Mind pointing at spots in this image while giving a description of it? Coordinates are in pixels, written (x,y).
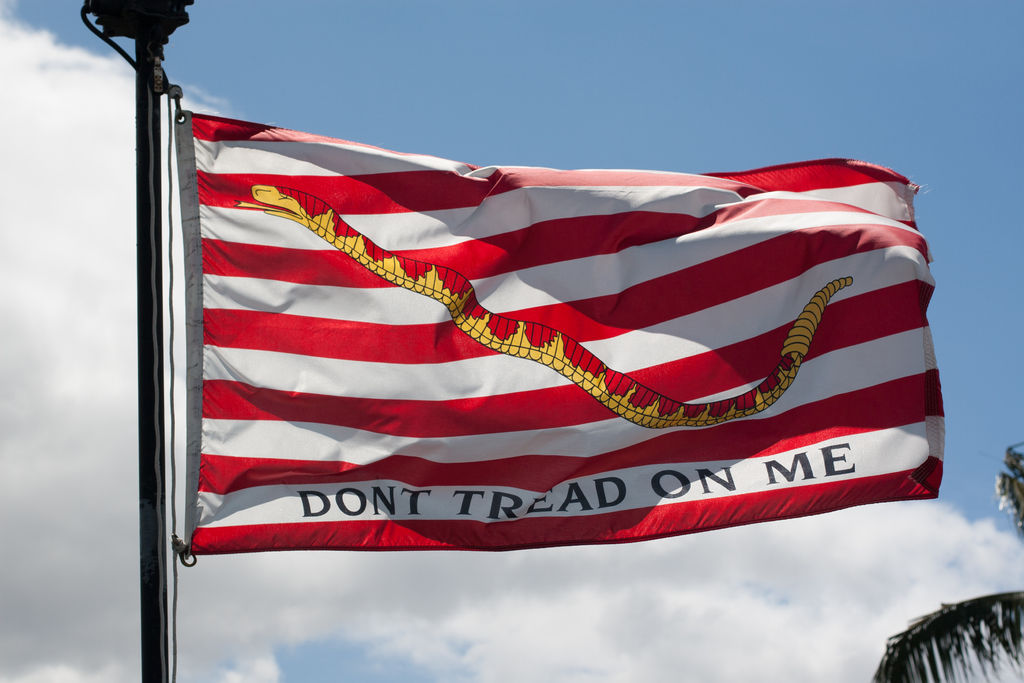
In this image we can see the flag (740,512) with some text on it and there is a tree (989,639) and in the background (980,669), we can see the sky (92,253) with clouds (499,644).
